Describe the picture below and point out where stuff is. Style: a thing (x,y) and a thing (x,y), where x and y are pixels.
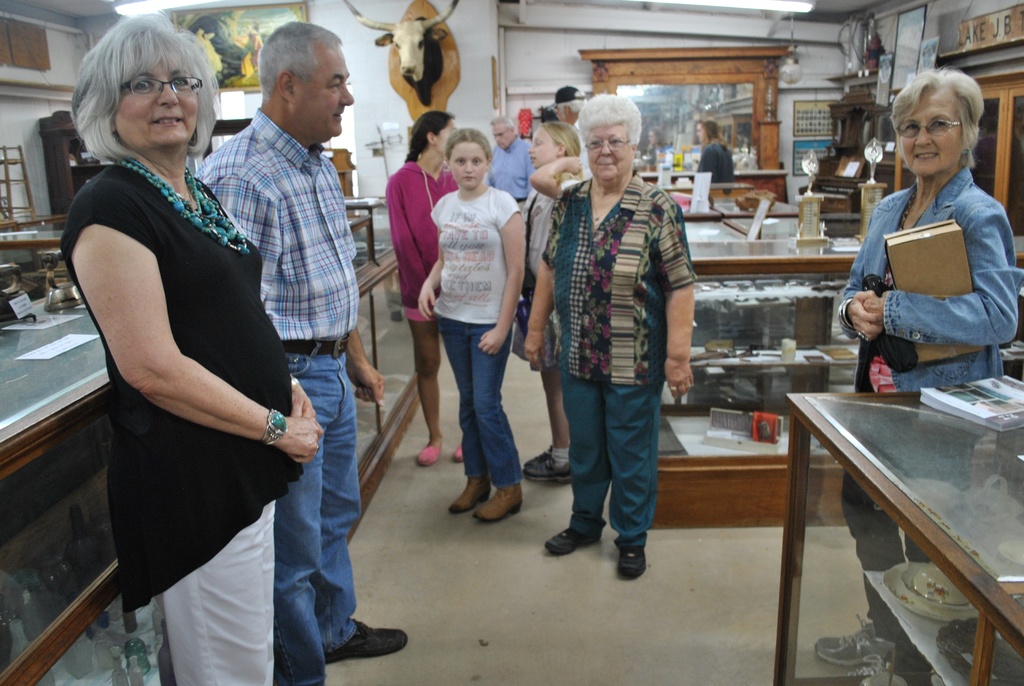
In this picture we can see a group of people (596,432) on the floor (563,561), one woman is holding a box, here we can see wooden objects (702,527), wall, mirror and some objects (890,151).
